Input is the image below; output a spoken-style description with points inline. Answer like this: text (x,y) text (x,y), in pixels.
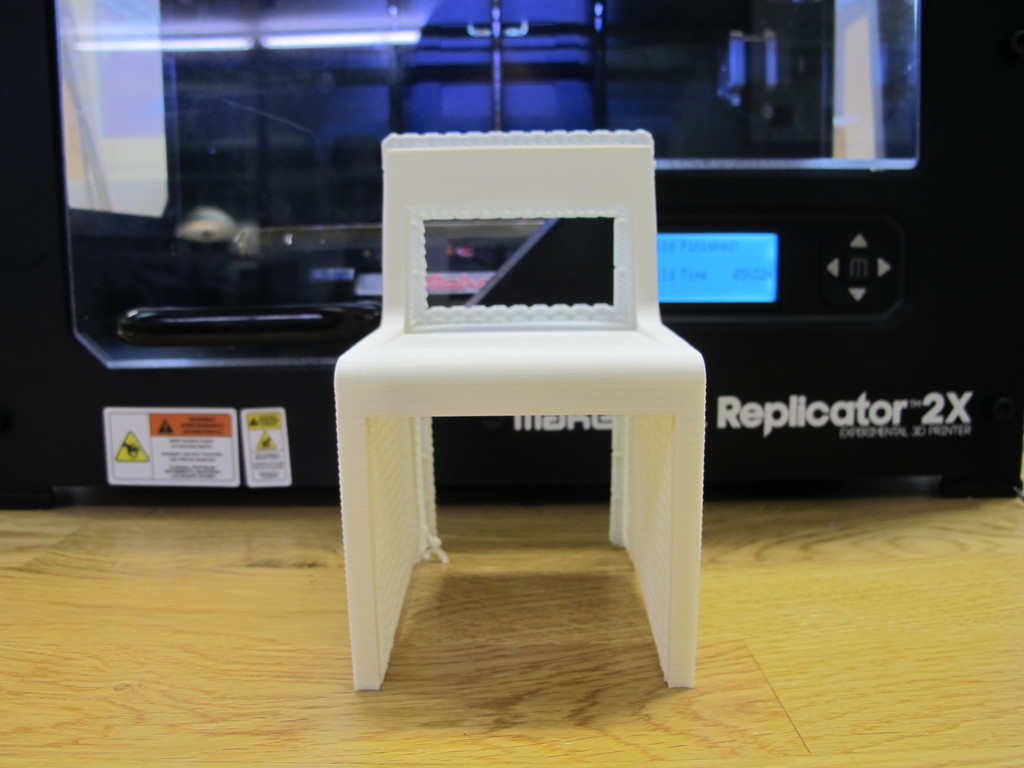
In the center of the image (533,337) there is a chair (384,234). Behind the chair (410,168) there is a black color 3D printer (17,275). At the bottom of the image (622,687) there is a wooden floor (214,683).
